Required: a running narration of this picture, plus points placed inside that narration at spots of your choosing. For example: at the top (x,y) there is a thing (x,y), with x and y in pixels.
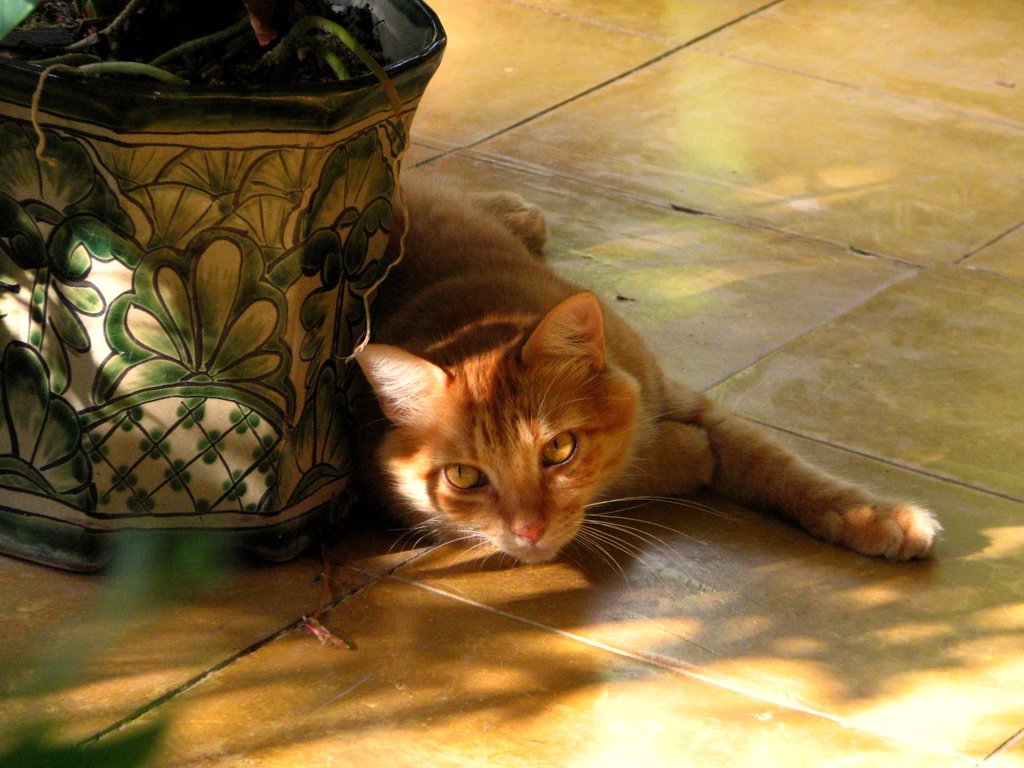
In the center of the image (472,410) we can see a cat (536,405) on the floor (712,602). We can also see a plant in a pot (36,330).
